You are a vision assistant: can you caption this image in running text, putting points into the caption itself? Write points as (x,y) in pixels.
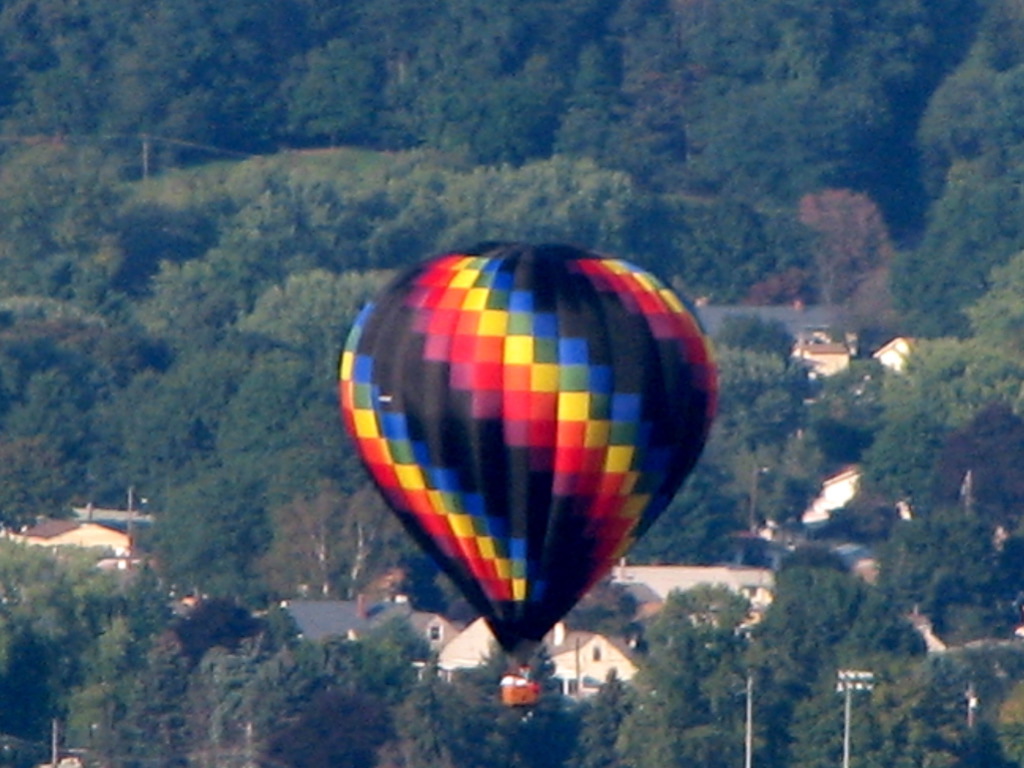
In the center of the image (495,403) there is a air balloon (556,598) in the air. In the background (724,119) there are trees (140,161), current pole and buildings (786,320).
